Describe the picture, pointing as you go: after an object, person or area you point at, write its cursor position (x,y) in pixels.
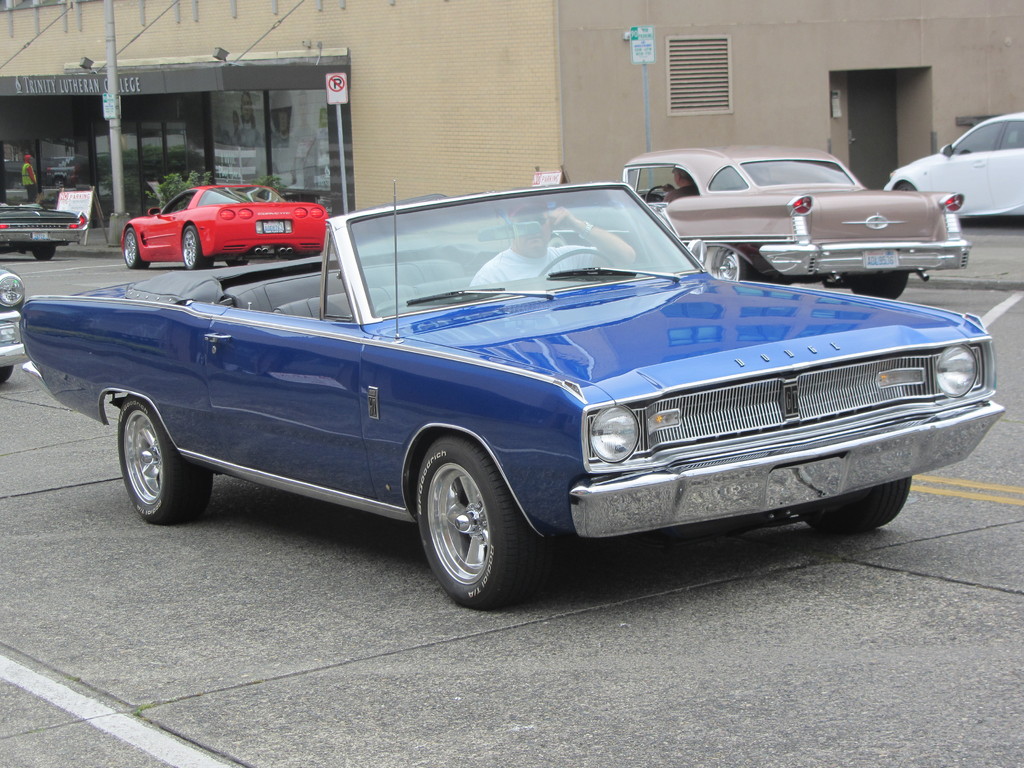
In this image we can see many vehicles (570,204). In the back (211,41) there is a building (333,47). Also there are sign boards (337,100) with poles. And we can see a person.
